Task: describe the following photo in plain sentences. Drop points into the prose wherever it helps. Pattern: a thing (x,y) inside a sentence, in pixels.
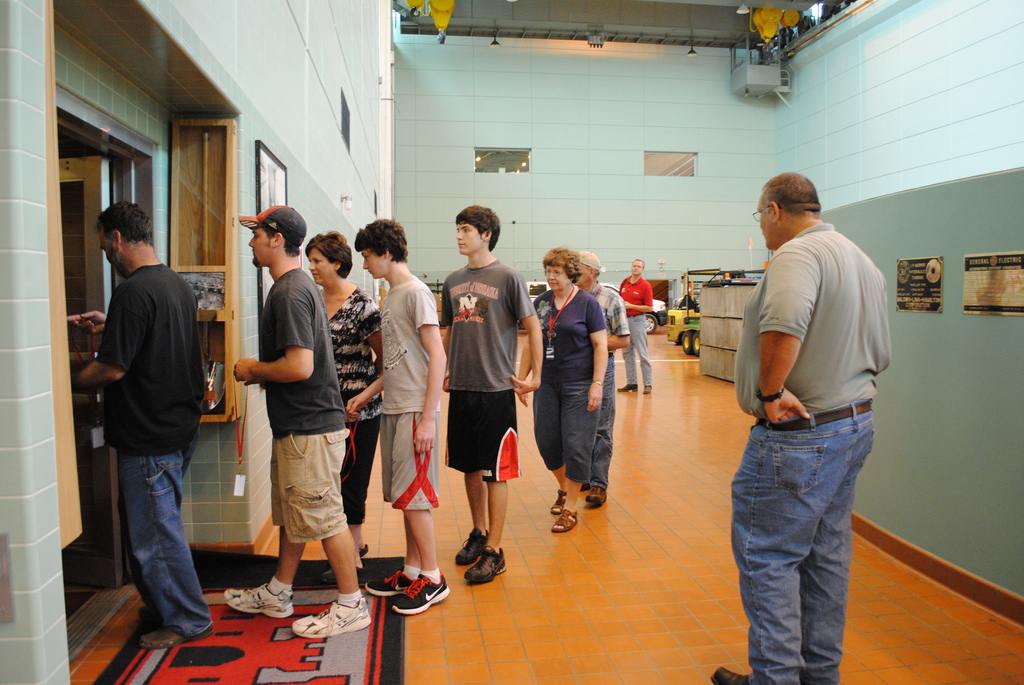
In the picture I can see these people (491,569) standing on the floor (385,539), here I can see a mat (233,645) and this person (768,439) is standing on the right side of the image (814,372), I can see photo frames (988,299) on the wall (24,354), I can see vehicles (694,301) on the floor (671,378), I can see some objects (737,311) and the ceiling lights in the background (705,334).
